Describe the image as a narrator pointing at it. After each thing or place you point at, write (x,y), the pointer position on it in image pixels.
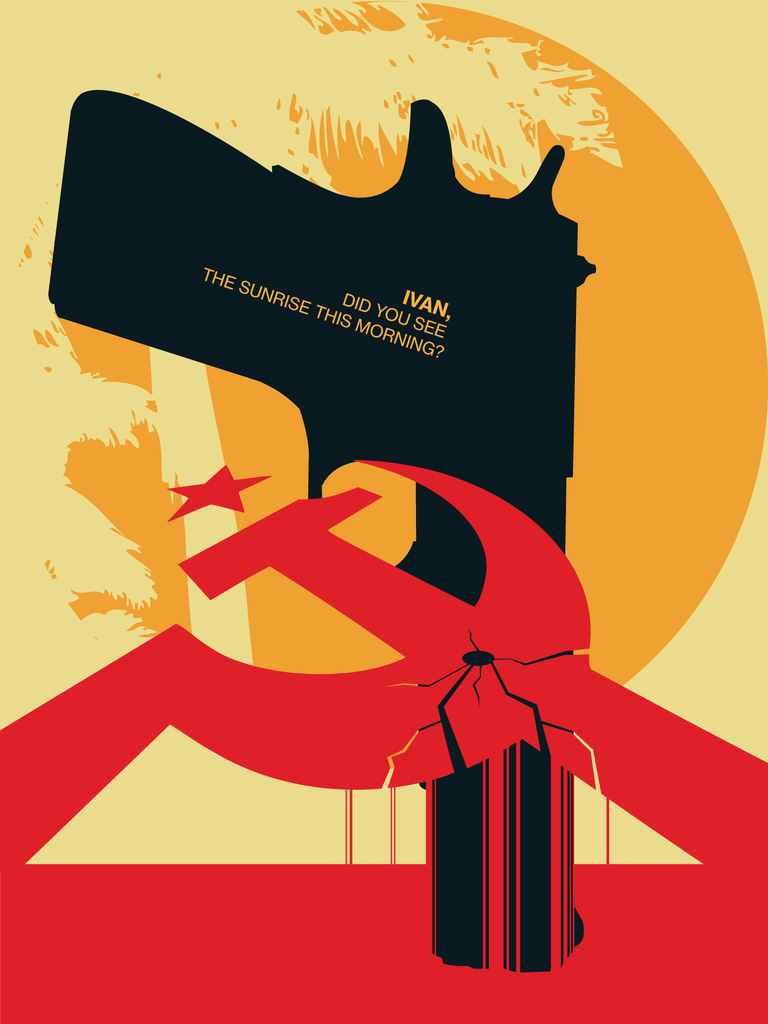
This image consists of a poster (675,450) in which there is a gun (367,340) in black color. And we can also see a text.
